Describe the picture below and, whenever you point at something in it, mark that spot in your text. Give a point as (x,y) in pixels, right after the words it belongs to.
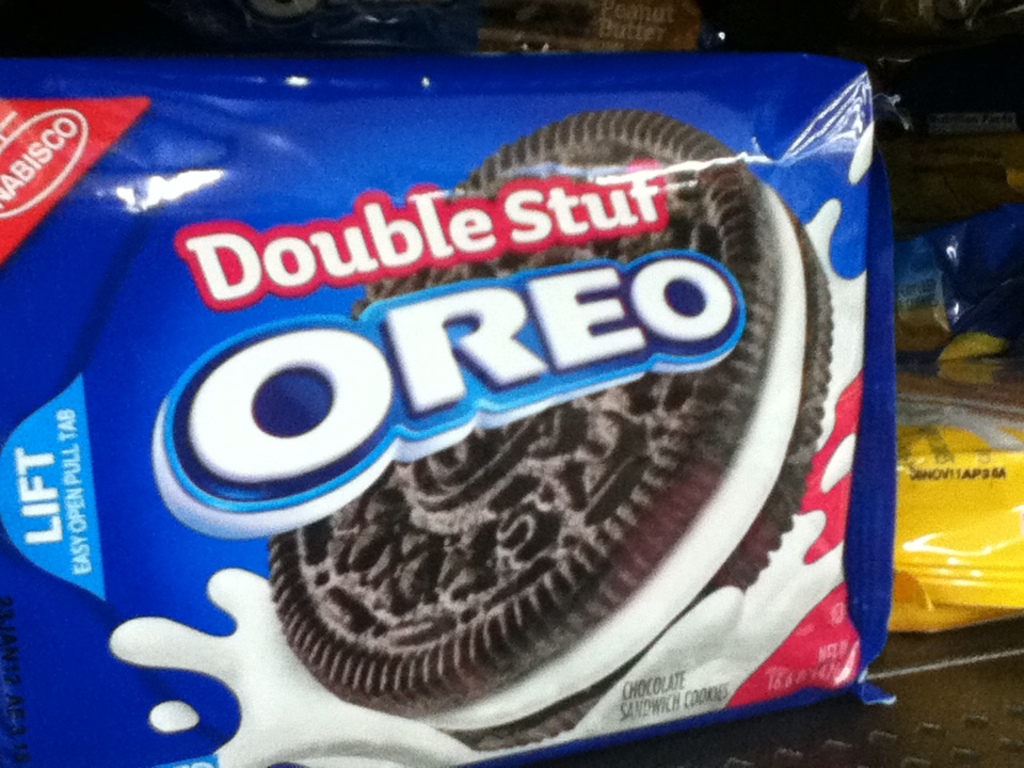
In this image we can see an Oreo biscuit packet (440,336) on the surface (906,743) and some other objects (694,30) are on the surface (920,743).
